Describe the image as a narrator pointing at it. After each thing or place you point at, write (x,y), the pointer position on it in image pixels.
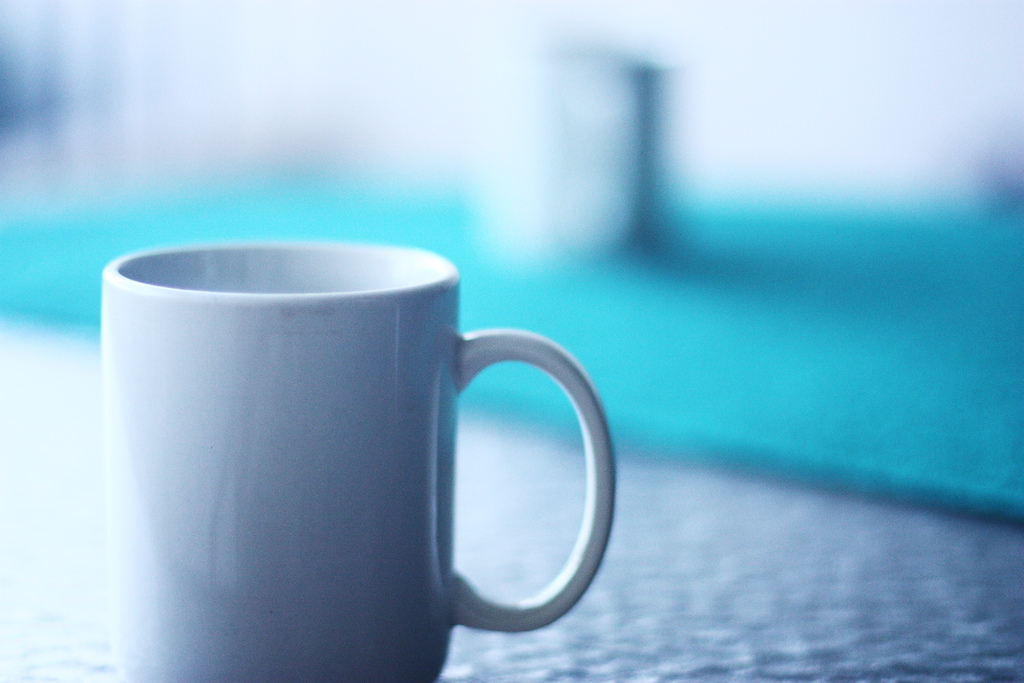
In this image I can see a cup (413,508) which is white in color on the surface (622,603) and I can see the blurry background (672,9) which is blue and white in color.
